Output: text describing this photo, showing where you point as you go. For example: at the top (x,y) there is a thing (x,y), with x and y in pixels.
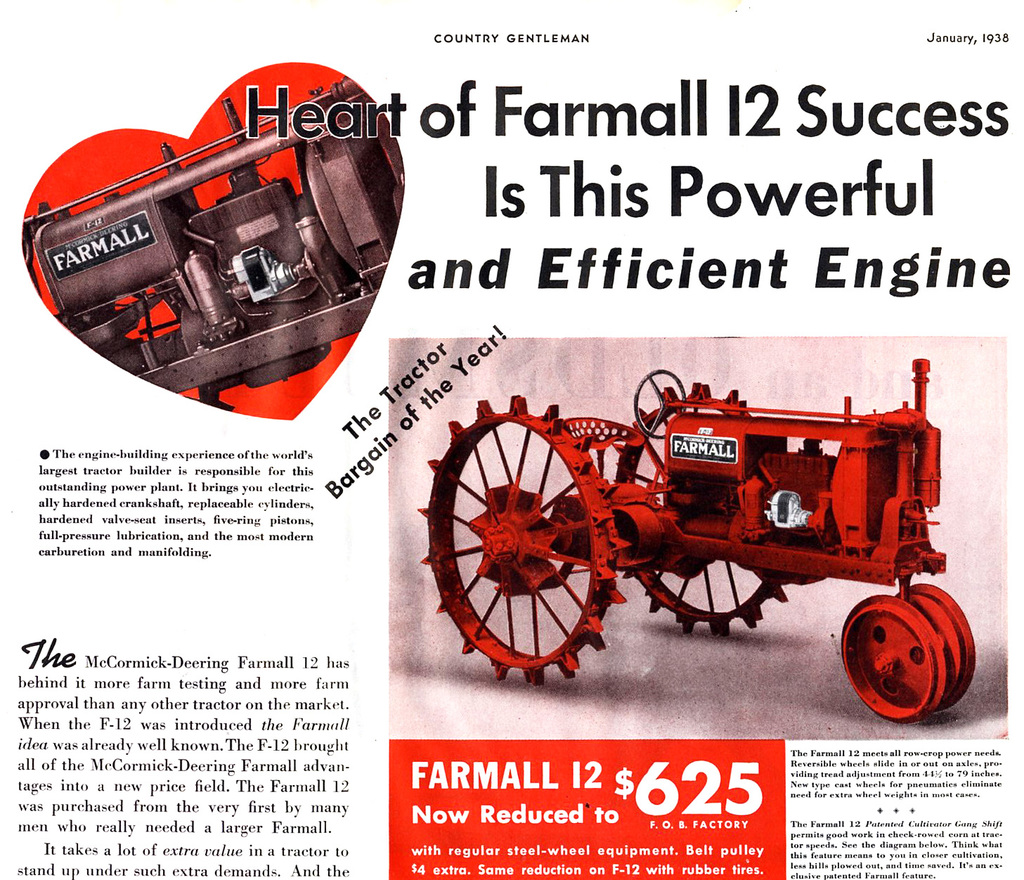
In this picture there is a poster (876,459) in the center of the image (620,306), on which there is a tractor engine (744,404) on the right side of the image (871,537).
